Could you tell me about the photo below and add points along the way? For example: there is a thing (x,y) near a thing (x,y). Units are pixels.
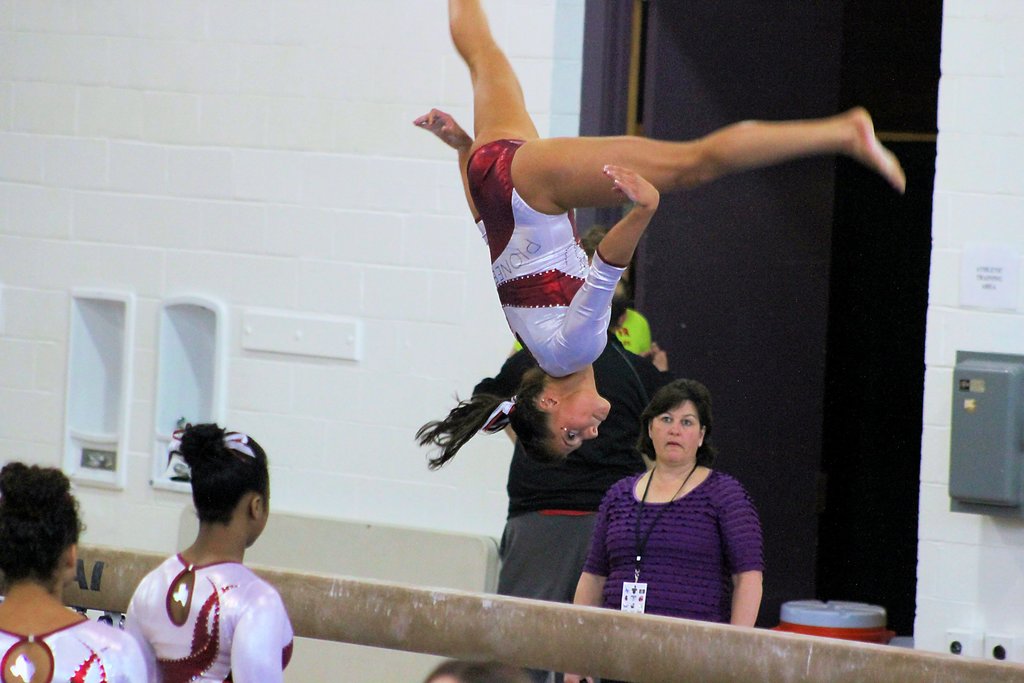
In this picture, we see the girl (539,173) performing the acrobatics. At the bottom (22,559), we see two girls (180,605) are standing. In front of them, we see a rod (356,640). Beside that, we see three people (660,496) are standing. Behind them, we see a brown door (763,252). Beside that, we see a white wall (388,210). On the right side (962,402), we see a grey color box (994,459). In the background (850,612), we see a stool (871,622) in white and red color.
